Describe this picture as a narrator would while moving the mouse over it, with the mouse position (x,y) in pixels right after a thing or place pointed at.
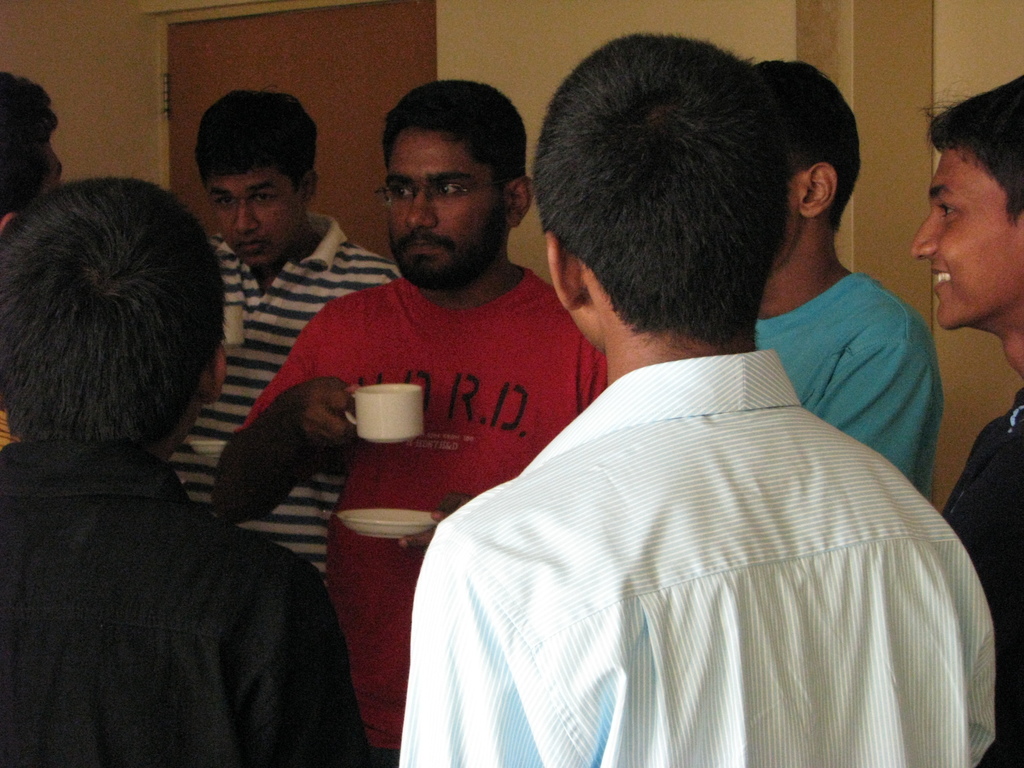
In the foreground of this image (153,683), there are persons (611,630) standing among them two (310,393) are holding cups (375,398) and saucers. In the background (342,53), there is a door (377,33) and the wall (719,8).
